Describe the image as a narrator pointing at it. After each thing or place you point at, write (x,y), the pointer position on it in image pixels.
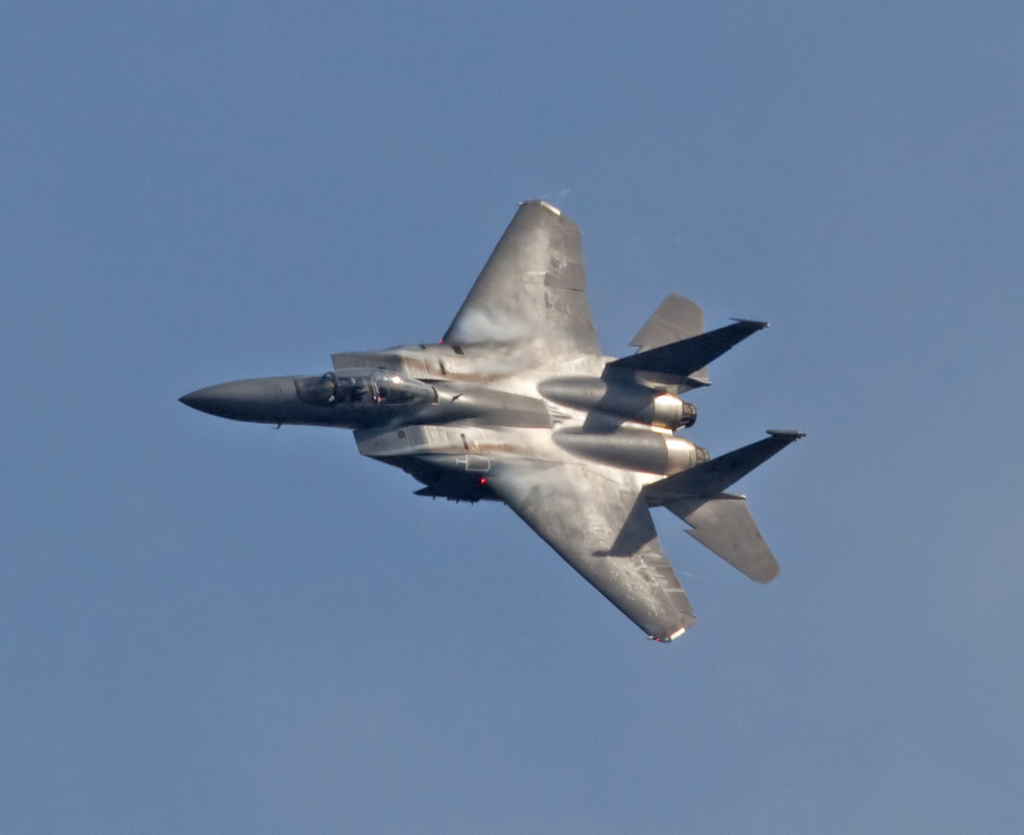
In this image I can see a aircraft (534,438) which is grey in color is flying in the air and in the background (779,196) I can see the sky (251,184).
